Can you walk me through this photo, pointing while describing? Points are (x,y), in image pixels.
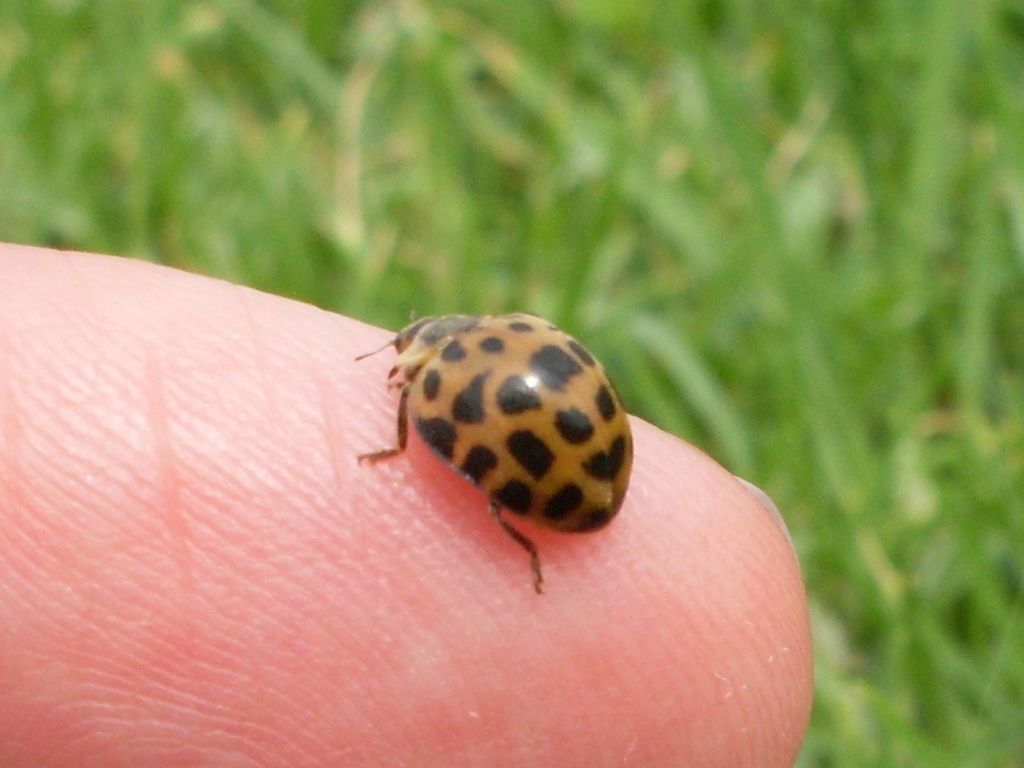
In this image we can see a small insect (497,452) on the person's finger (487,518), there we can see the grass (791,425).
